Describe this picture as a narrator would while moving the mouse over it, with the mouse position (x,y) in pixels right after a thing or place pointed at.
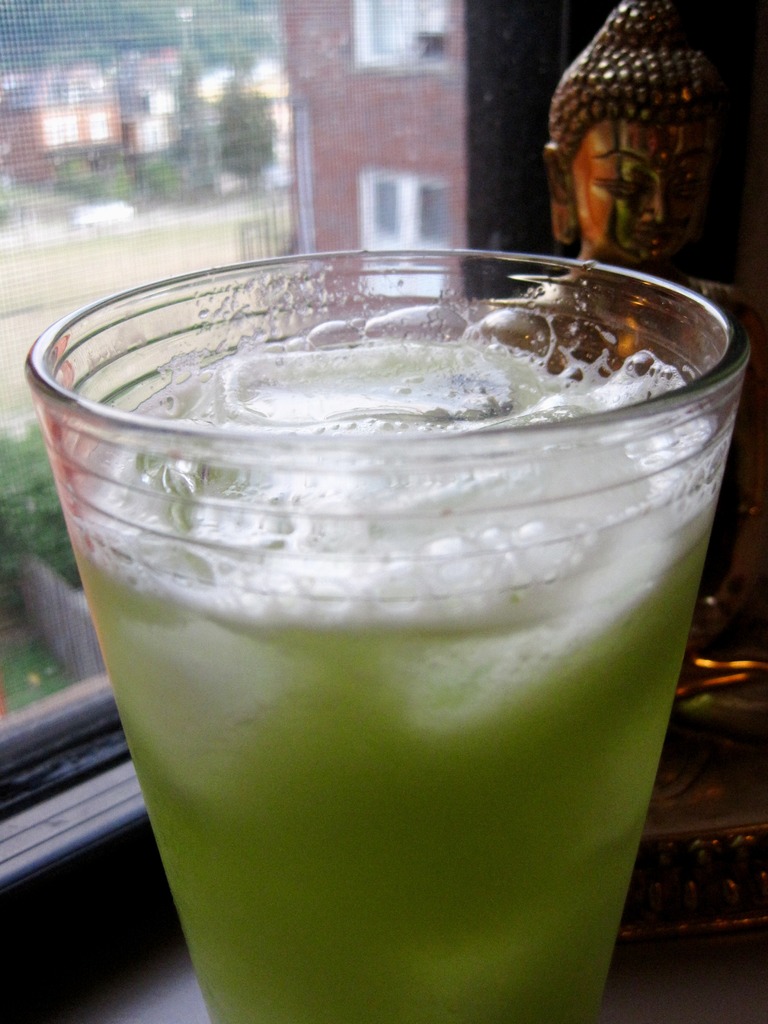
In this image I can see a glass (183,858), in the glass (472,754) I can see some liquid (413,781) in green color. Background (6,131) I can see a glass window (231,150) and building (366,132) in brown color.
